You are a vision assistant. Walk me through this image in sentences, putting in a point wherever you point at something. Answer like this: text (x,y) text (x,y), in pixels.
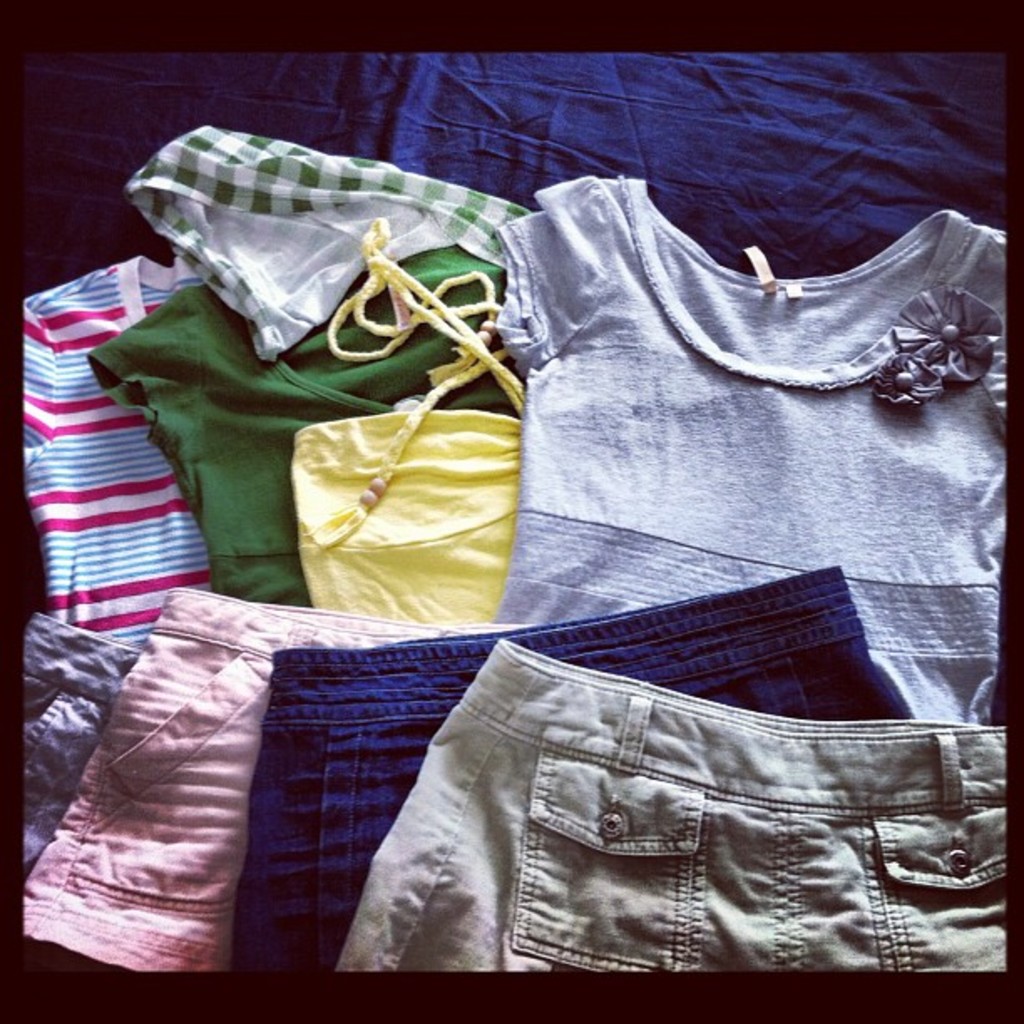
In the picture I can see clothes (632,784) which are in grey, yellow, green, and blue color line T-shirts (382,528) and I can see pants (186,896), which are in violet, pink, blue and grey in color which are placed on the blue color cloth (868,209).
